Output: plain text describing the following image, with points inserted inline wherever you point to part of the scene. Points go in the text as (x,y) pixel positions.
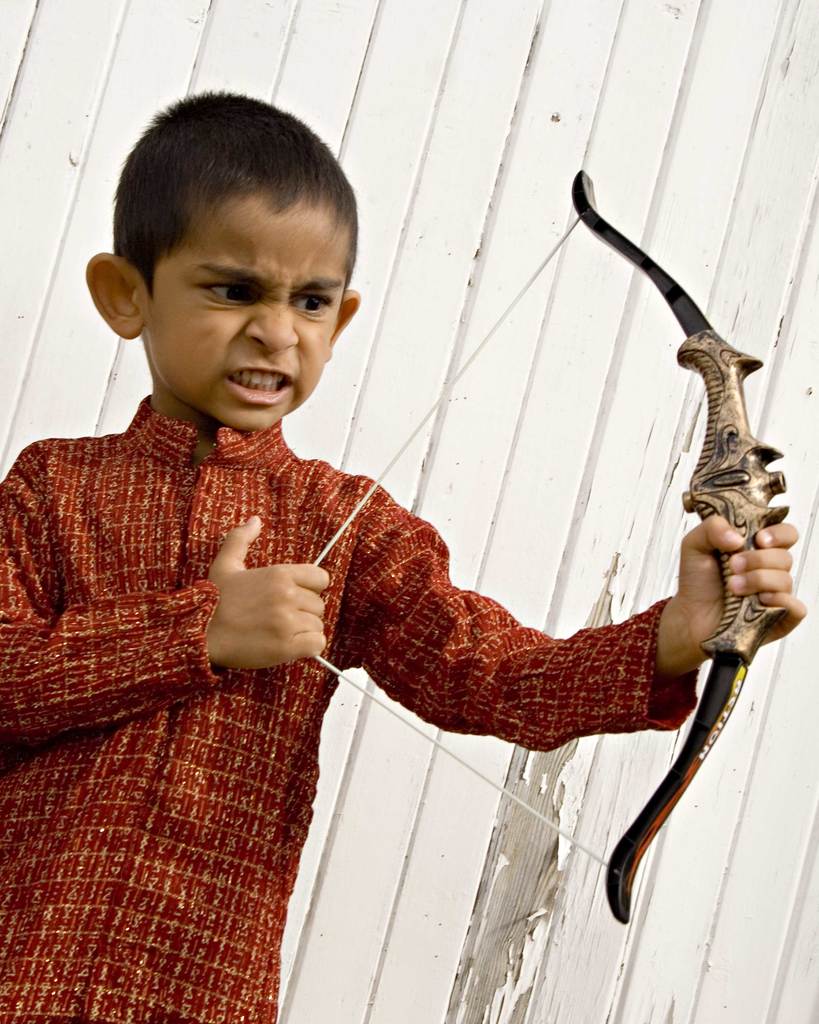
In this image we can see a boy (438,583) holding a bow (332,539) and the background (476,93) it looks like a wall (13,180).
